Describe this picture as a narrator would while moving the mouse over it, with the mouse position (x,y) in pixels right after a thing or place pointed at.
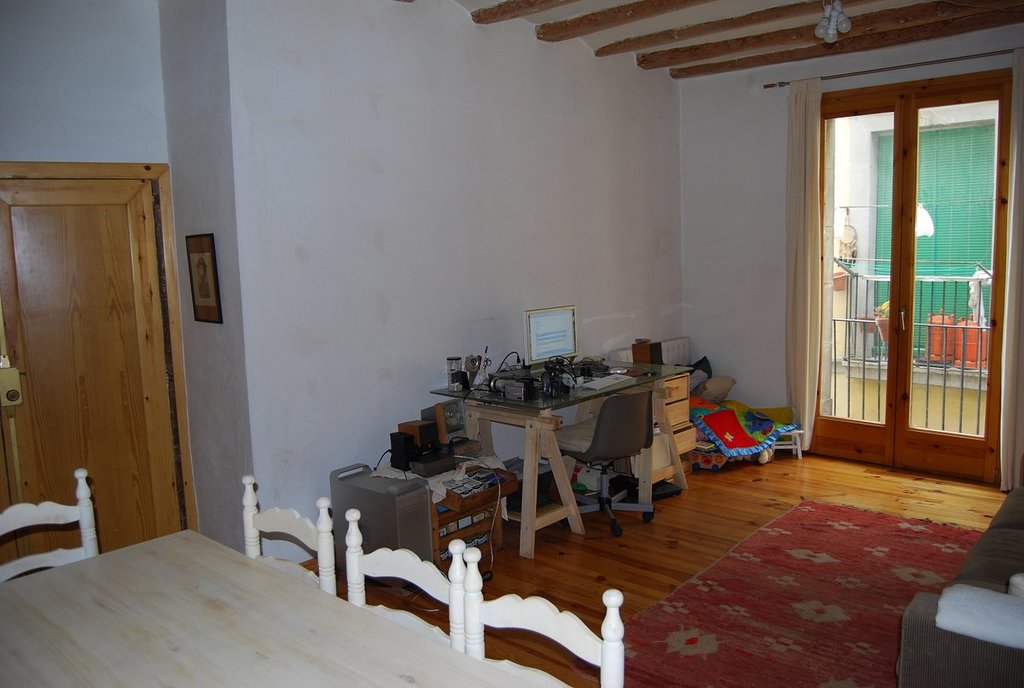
In this picture there is a dining table (377,637) and there are few chairs (438,635) beside it in the left corner (222,618) and there is a table (537,418) which has a desktop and few other objects (550,387) on it and there are few other objects (447,469) besides it and there is a door (100,327) in the left corner (104,338) and there is a glass door (935,285) in the right corner (963,303).
